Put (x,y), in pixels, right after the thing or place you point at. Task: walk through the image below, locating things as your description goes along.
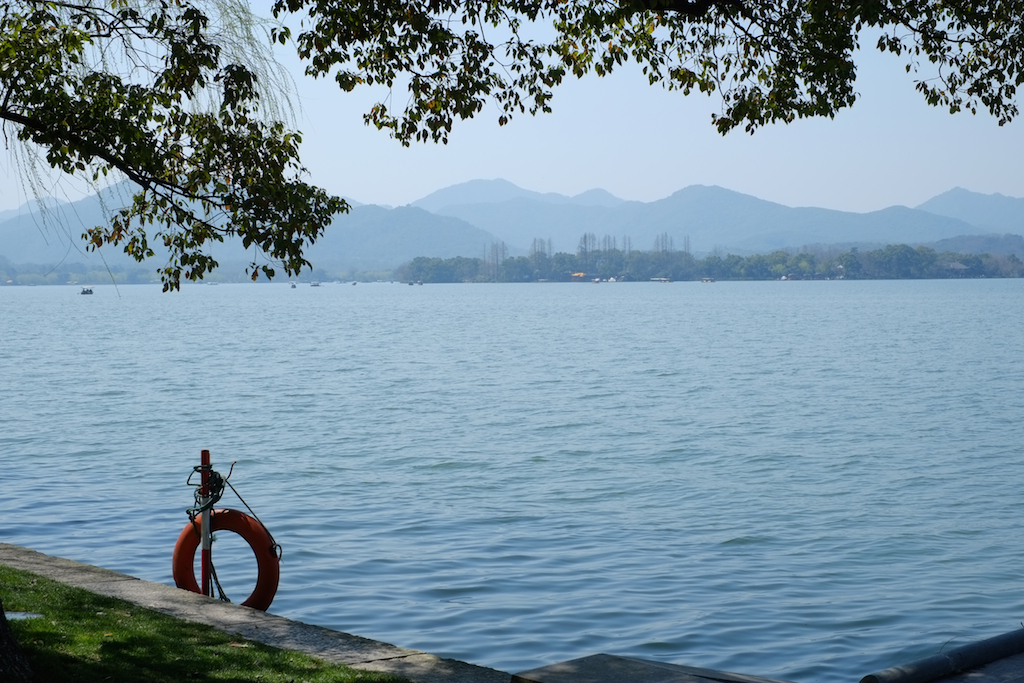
This is water (674,574), this is tree (573,42), this is life buoy (263,561) and a sky (495,152).
